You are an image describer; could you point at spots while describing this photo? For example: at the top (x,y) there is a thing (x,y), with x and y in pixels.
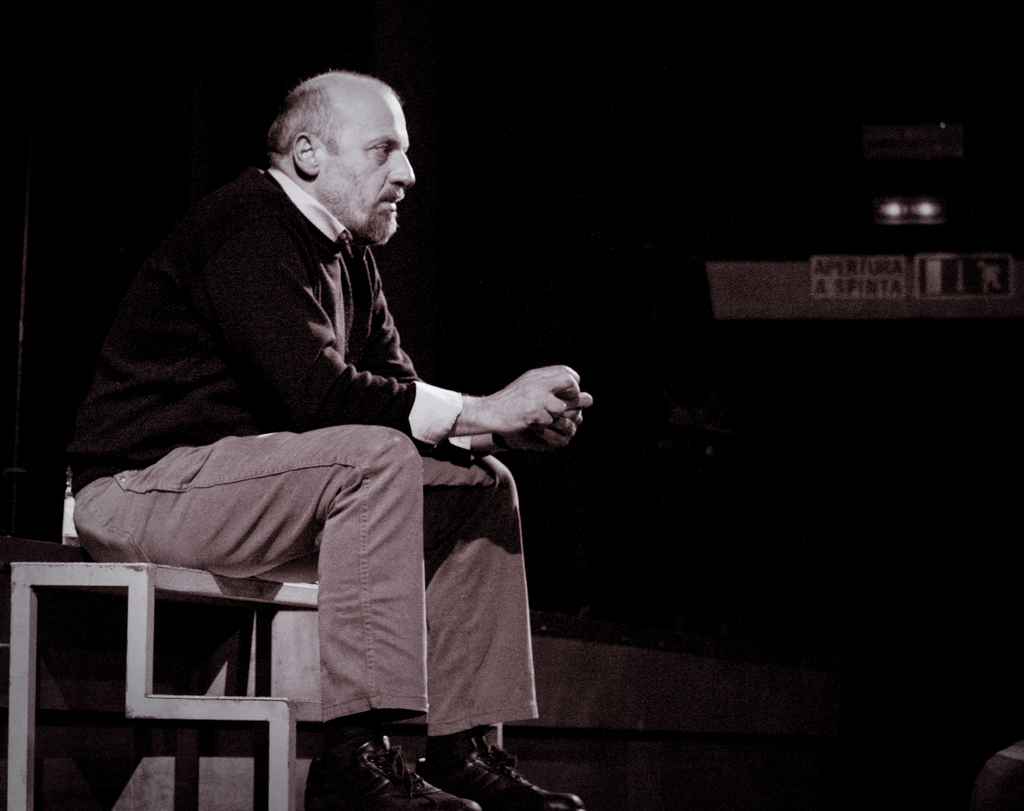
In this picture we can see a person (344,549) sitting on the table (17,709).
